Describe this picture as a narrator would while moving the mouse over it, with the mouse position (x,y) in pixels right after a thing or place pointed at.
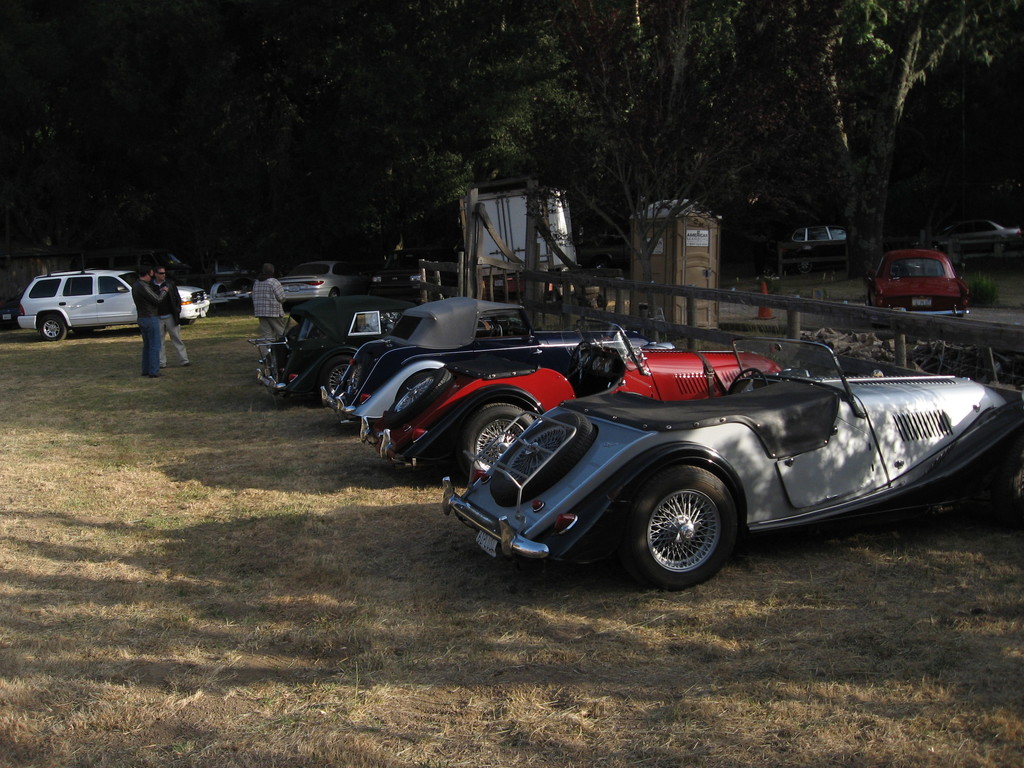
In this image there are few vehicles (298,327) parked and few persons (274,334) standing on the surface (370,562) of the grass (726,666), in front of them there is a railing (720,299) and there is a wooden structure (692,265). In the background (687,99) there are trees (567,101).
